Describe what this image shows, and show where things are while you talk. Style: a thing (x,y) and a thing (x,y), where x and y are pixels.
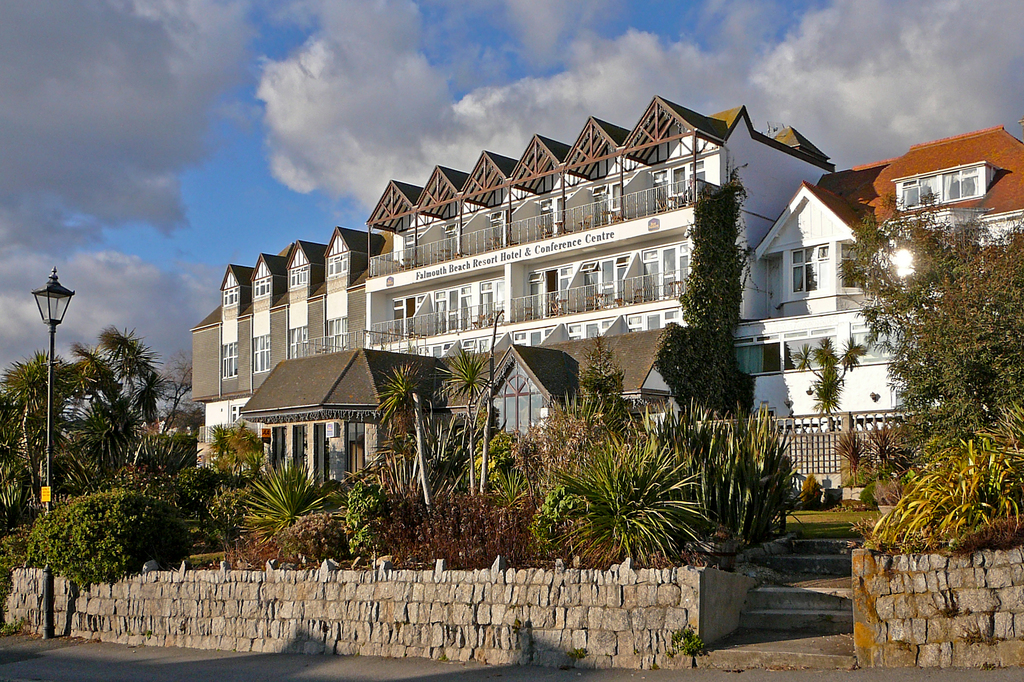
In this picture we can see a pole (54,367) with light (58,298). On the right side of the pole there are plants (356,502), trees (33,406), wall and buildings (641,365). Behind the buildings (368,350) there is a sky (484,81).
